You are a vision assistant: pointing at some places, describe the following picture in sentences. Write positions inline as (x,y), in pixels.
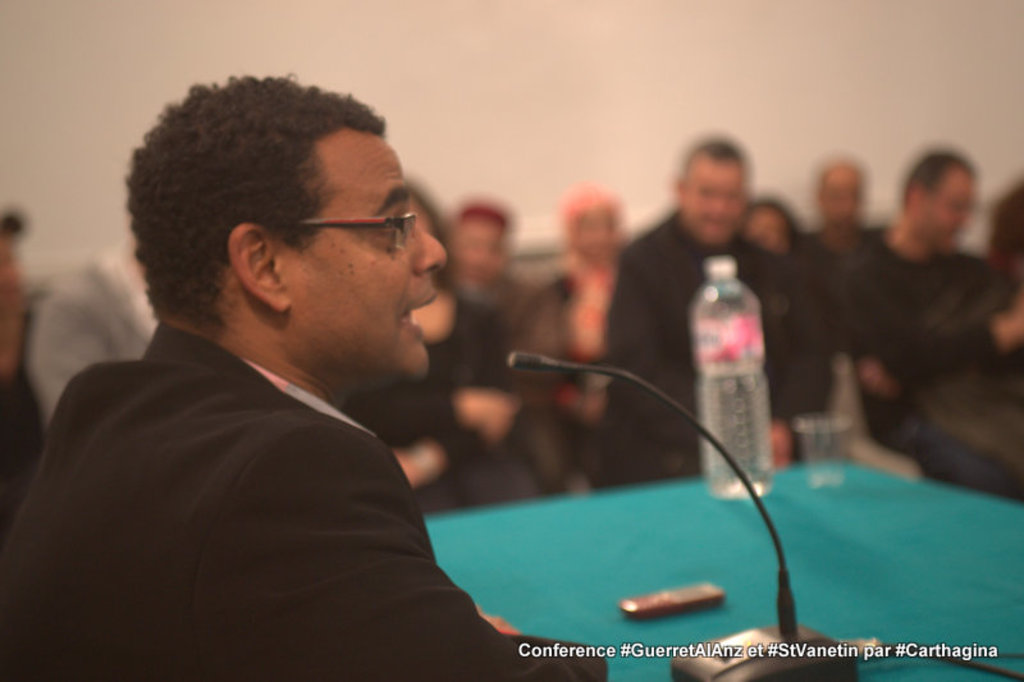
In this image, at the left side (216,422) there is a man (216,392) sitting, he is speaking in a microphone (803,640), in the background (1001,371) there are some people (477,296) sitting on the chairs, there is a white color wall (448,57).
